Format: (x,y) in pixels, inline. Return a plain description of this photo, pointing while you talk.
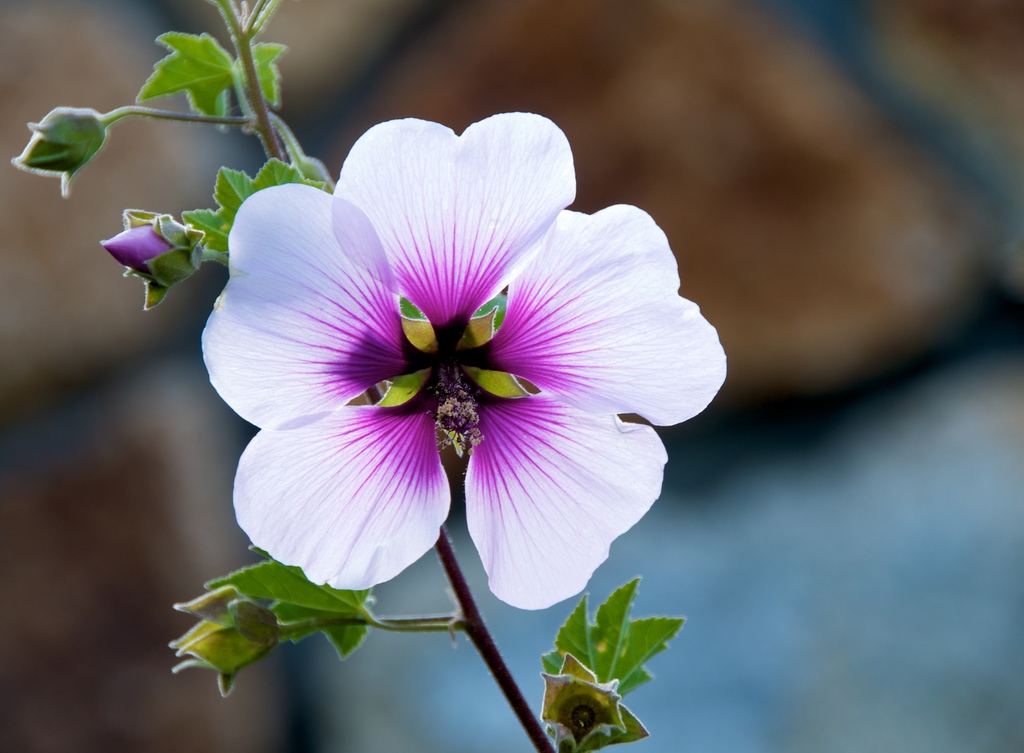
This is the picture of a plant (625,637) where there is a flower (625,519) with white and pink combination and with pink buds (189,229).
